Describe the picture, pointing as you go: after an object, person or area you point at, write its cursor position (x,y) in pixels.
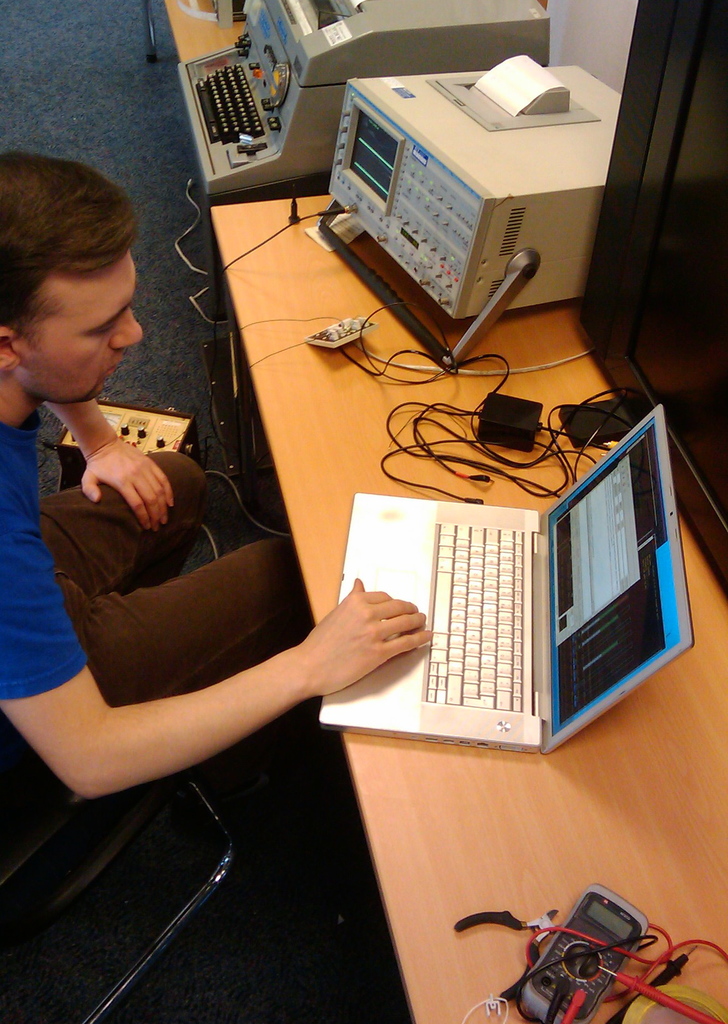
I can see a man (87,712) sitting and working on the laptop (558,652). This is a table (343,452) with some electronic device (493,249) and a laptop (606,695) few other objects (596,431) placed on the table (541,777). This is the typing printer (268,6). And I can see another electronic device (155,419) placed on the floor (150,369).
